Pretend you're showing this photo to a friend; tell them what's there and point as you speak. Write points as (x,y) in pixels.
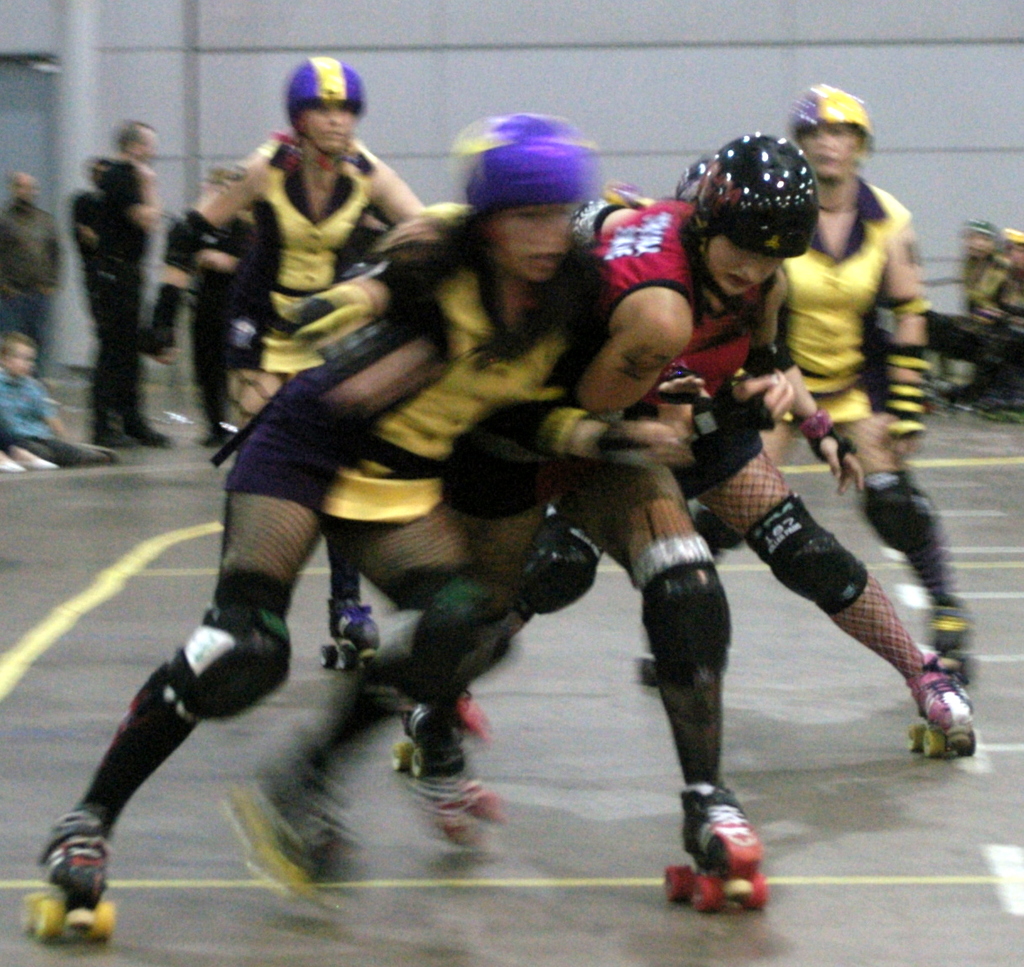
In this image, we can see few people (317,784) are playing a game on the floor (966,791) and wearing skate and helmet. Background (29,428) there are few people (44,459). Few are sitting and standing. Here there is a wall (408,88).
